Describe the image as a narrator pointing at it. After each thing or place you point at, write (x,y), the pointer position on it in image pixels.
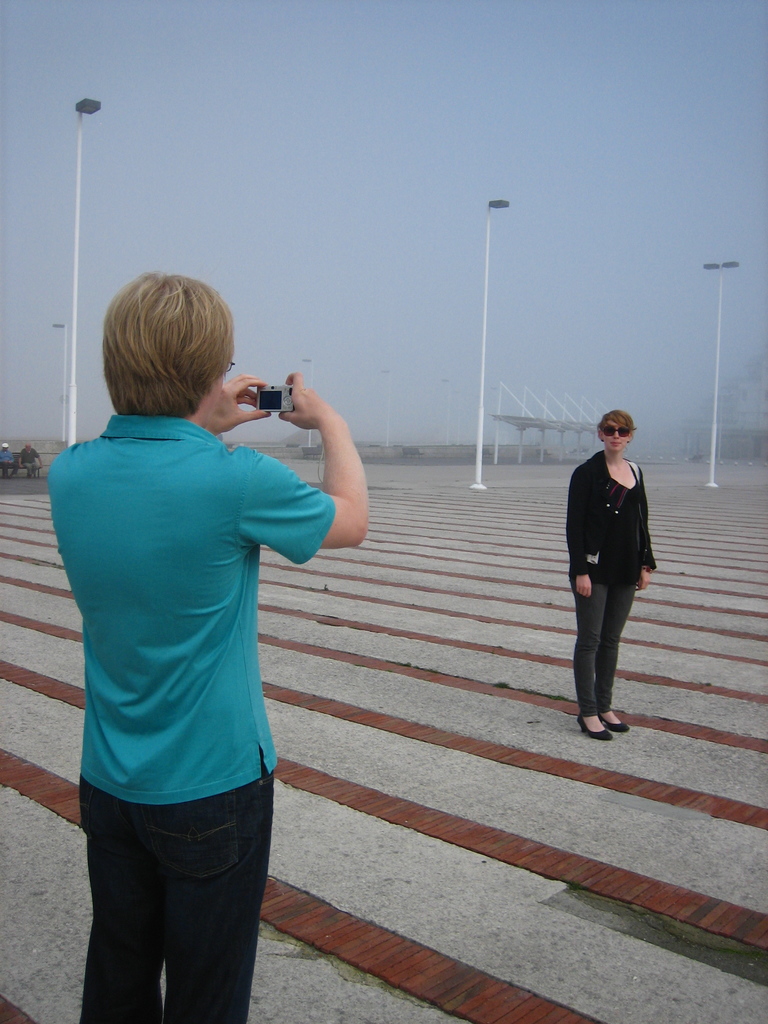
On the left side of the image (193,651) we can see a person (197,642) standing and he is holding some object (265,404). In the right side of the image (588,530), we can see a person (598,561) standing and wearing glasses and she is in a different costume (591,571). In the background (494,289), we can see the sky (449,284), poles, few people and a few other objects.
